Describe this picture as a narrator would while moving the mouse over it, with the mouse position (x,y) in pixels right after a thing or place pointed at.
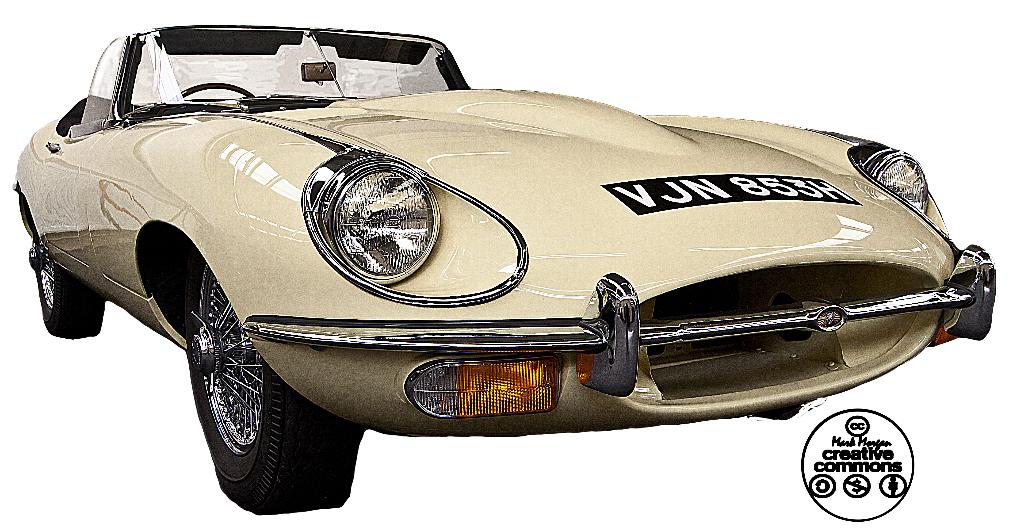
In this image we can see a car (580,180) with group of headlights (395,232), a bumper (611,323), mirrors (305,74) and set of indicators (451,363).
